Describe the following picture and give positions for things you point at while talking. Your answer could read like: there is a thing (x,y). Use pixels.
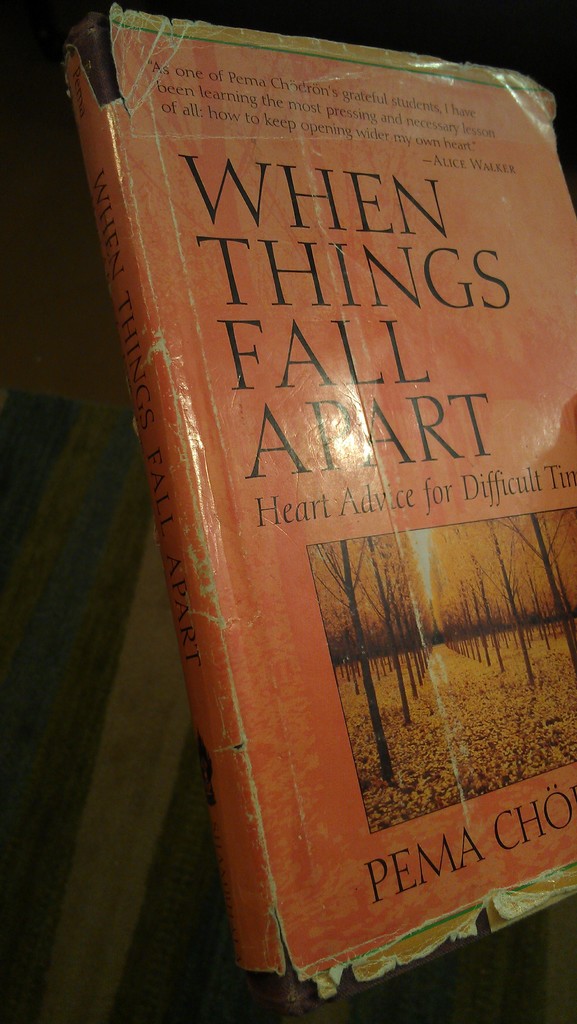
In this image I can see a book (345,784). It has an orange cover page (244,642) and some text (533,820) is written on it. There is a picture (575,743) of trees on the book (454,686).
